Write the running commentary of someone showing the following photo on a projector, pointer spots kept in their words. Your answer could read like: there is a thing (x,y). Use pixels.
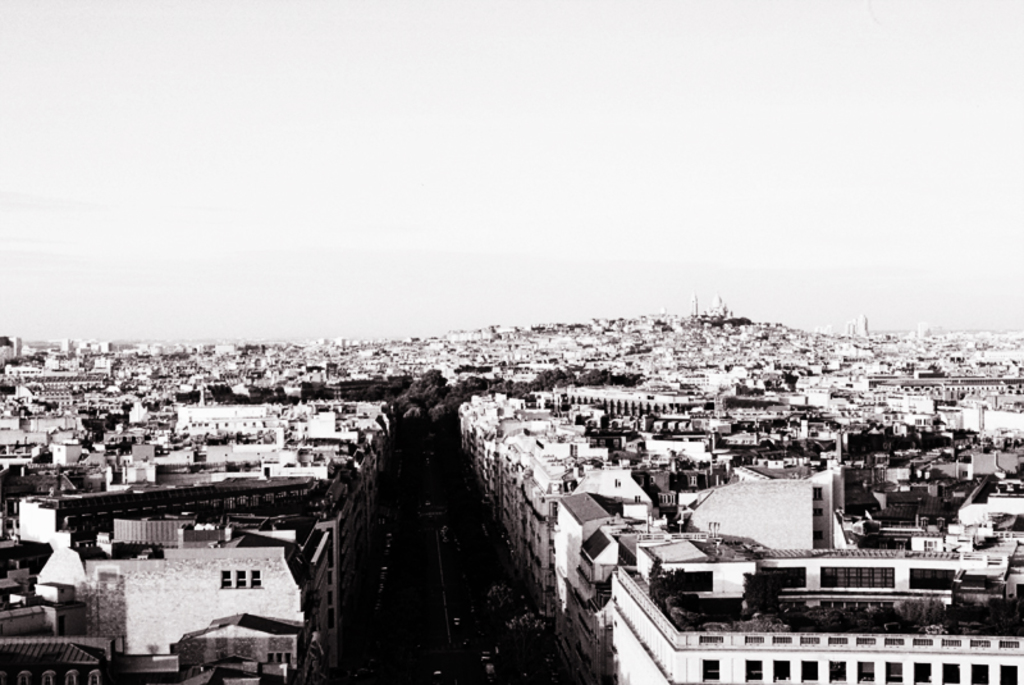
In the picture there are buildings (874,429) present, there are trees (749,626), there is a road (429,649), on the road (462,607) there may be vehicles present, there is a clear sky (405,54).
